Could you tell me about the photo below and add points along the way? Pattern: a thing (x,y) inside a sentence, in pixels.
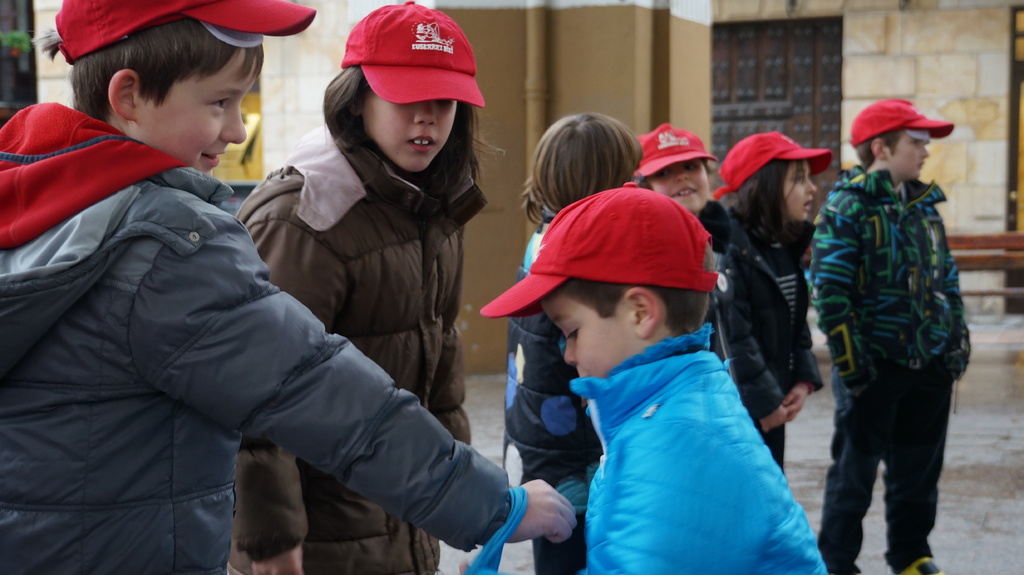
In this image there are kids (284,342) on the floor (968,505). They are wearing jackets (798,304). Few kids (650,343) are wearing the caps (574,222). Background (851,9) there is a wall (780,14). Right side (1019,254) there is a bench (1021,269) on the floor (990,335).
